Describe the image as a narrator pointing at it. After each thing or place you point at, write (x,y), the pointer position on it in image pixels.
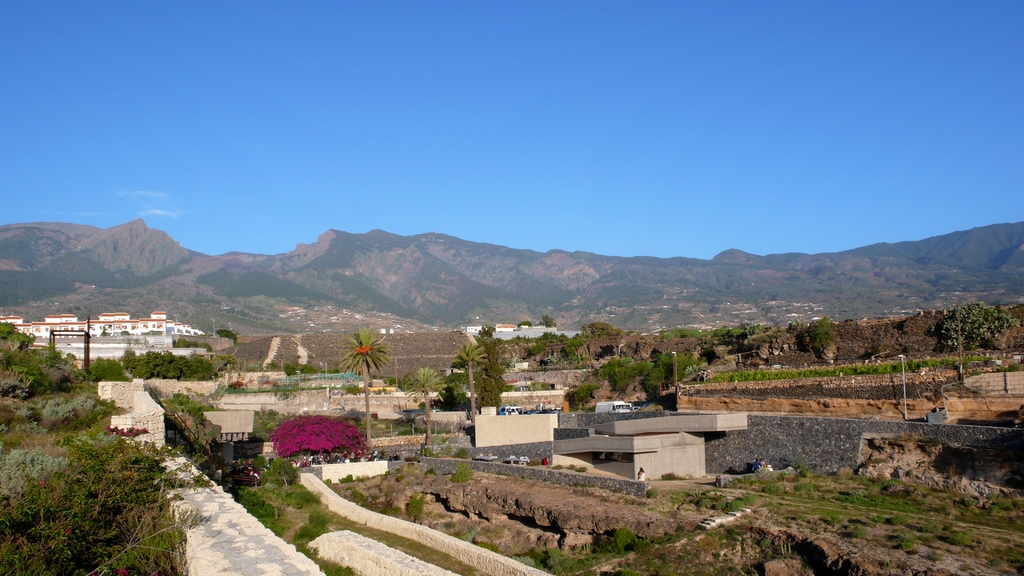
This picture is clicked outside. In the foreground (133,535) we can see the trees (40,361), plants (464,481), green grass (903,491), houses (637,436) and some vehicles (604,405), we can see the poles (901,364) and some other objects (353,536). In the background (185,305) we can see the sky (267,130), rocks (388,250), buildings (129,316) and many other objects (415,341).
